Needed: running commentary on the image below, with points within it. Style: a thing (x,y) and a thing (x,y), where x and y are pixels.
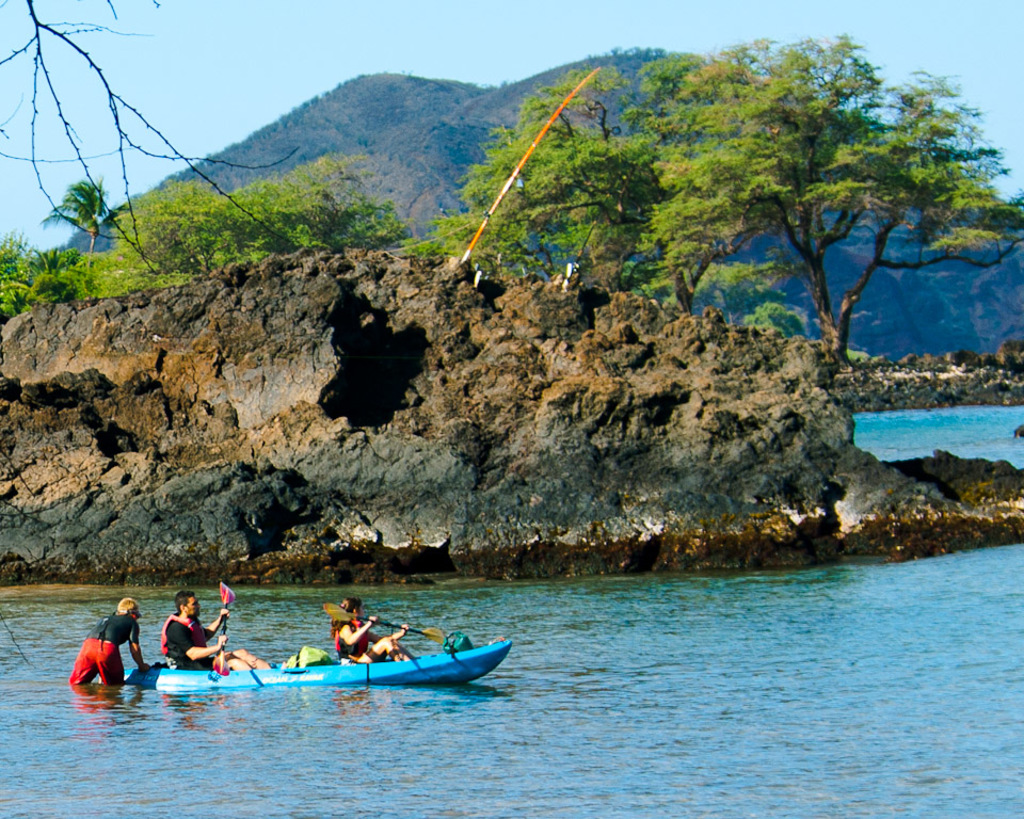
In this image, we can see a hill (369,353) in the water (636,690). There are two persons (364,648) on the boat (261,678) which is floating on the water (389,686). There are trees (602,187) in front of the hill (451,110). There is a sky (578,40) at the top of the image (439,54).
